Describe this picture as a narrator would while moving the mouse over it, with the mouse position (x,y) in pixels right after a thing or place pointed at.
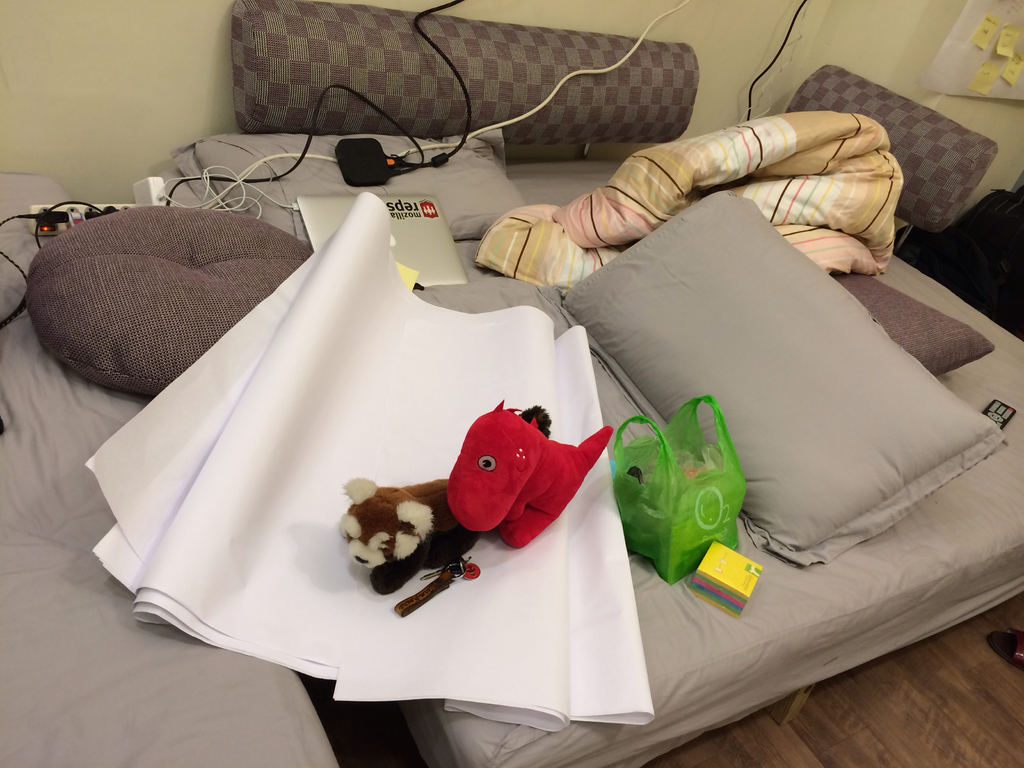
In this picture there is a small bed (441,318) in the center of the image (492,386), on which there are toys (439,492), pillows (636,353), papers (330,304), wires (261,177), remote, blanket (833,267), polythene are there, it seems to be there is a tab (312,204), it seems to be there is a poster (995,35) in the top right side of the image (978,50).
